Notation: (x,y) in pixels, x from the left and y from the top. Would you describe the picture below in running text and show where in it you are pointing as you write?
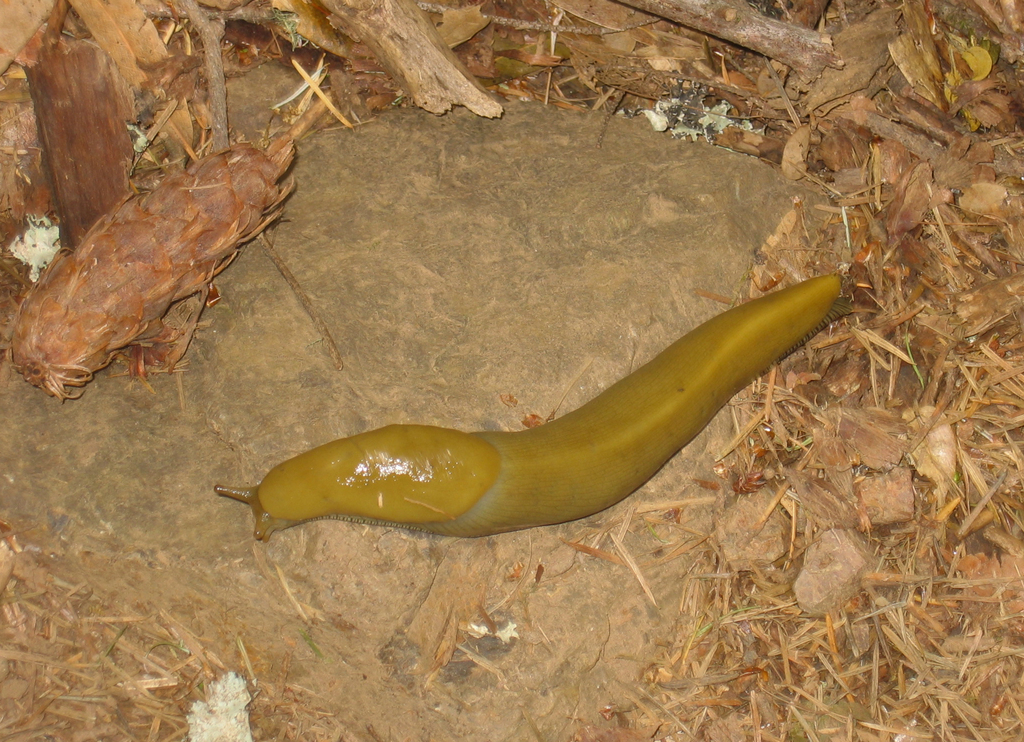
This is the picture of a place where we have a slug (639,399) on the floor (594,393) and around there are some rocks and some dry grass (49,640) on the floor (600,576).
